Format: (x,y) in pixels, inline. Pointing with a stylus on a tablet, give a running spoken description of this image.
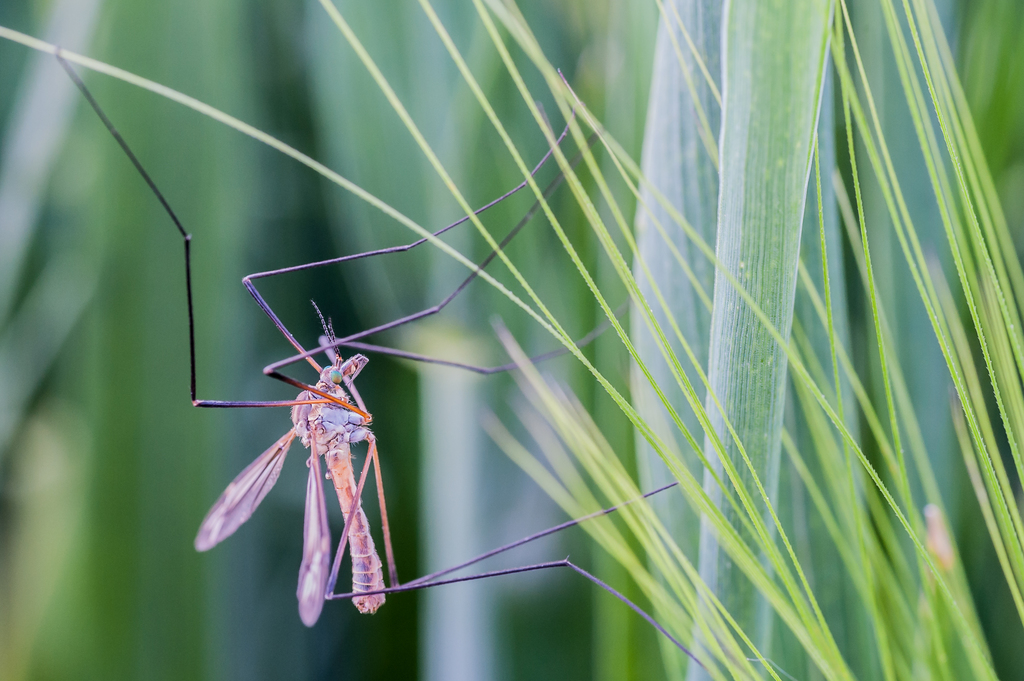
In this image I can see an insect (305,527) on the grass (487,234) and the grass (738,207) is in green color.
